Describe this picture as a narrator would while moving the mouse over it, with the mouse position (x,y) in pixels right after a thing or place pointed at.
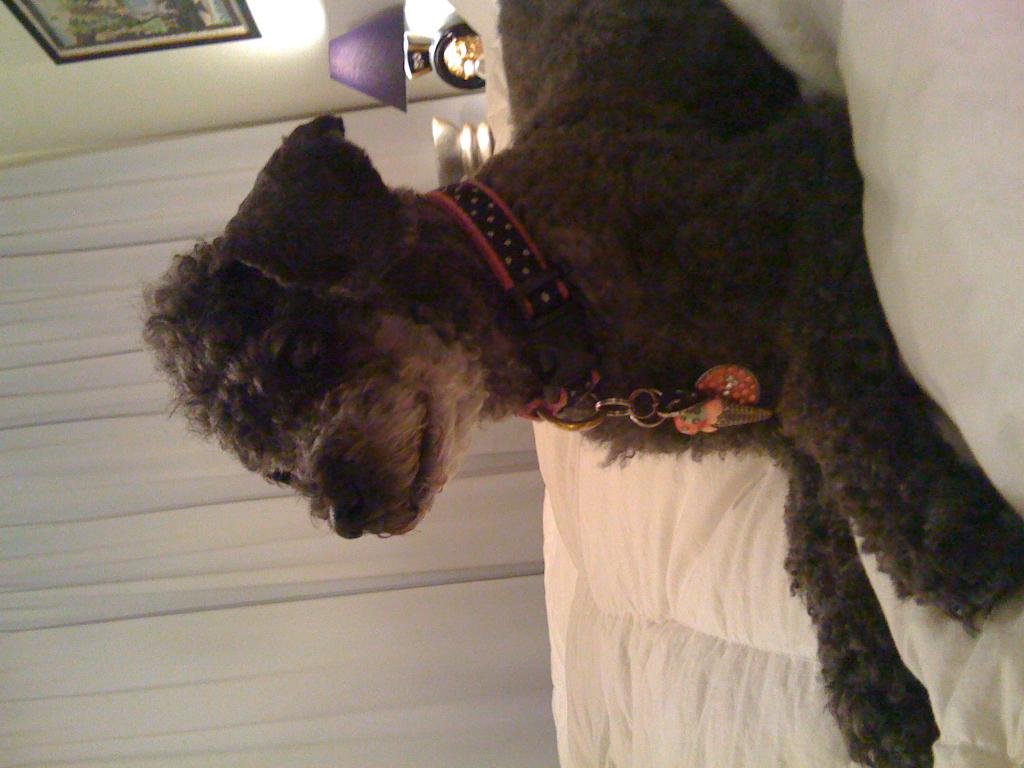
In this rotated image there is a dog (760,278) sitting on the bed (699,474). There is a belt (553,312) around its neck (535,224). To the left (208,607) there is a curtain (152,534) to the wall (188,58). At the top (393,47) there is a table lamp (469,47) on the table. There is a picture frame (107,35) on the wall (98,70).
